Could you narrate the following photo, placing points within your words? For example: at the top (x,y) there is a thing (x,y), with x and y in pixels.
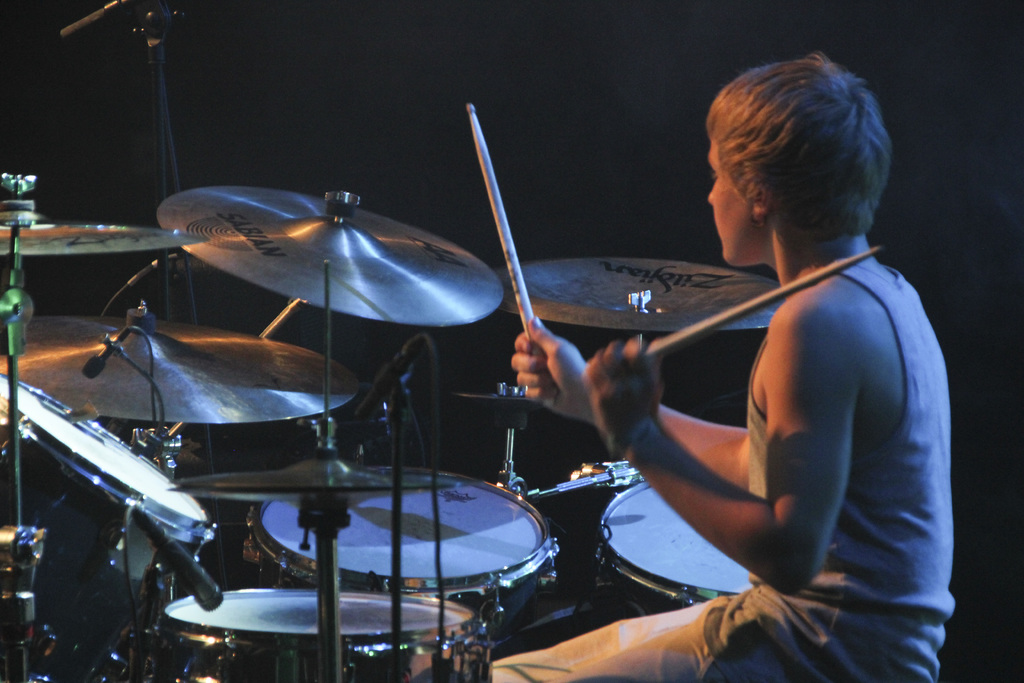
In this image there is a person (710,508) holding sticks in his hand (541,387). He is sitting before a musical instrument (451,481). Beside the musical instrument (124,473) there is a mike stand (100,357). Left top there is a stand (151,74) behind the musical instrument (213,254). Background (1015,9) is in black color.
